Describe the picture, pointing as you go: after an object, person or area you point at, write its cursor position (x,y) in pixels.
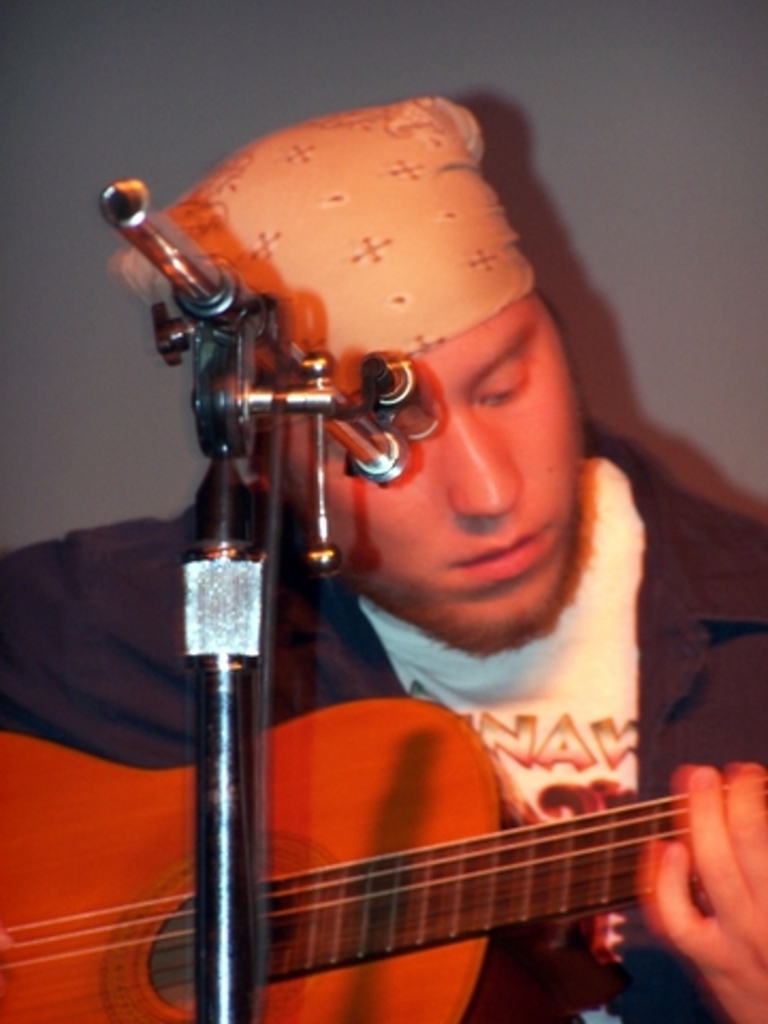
In this image i can see a man (516,663) holding a guitar (454,822), in front of a man (461,472) there is a stand (401,437).
